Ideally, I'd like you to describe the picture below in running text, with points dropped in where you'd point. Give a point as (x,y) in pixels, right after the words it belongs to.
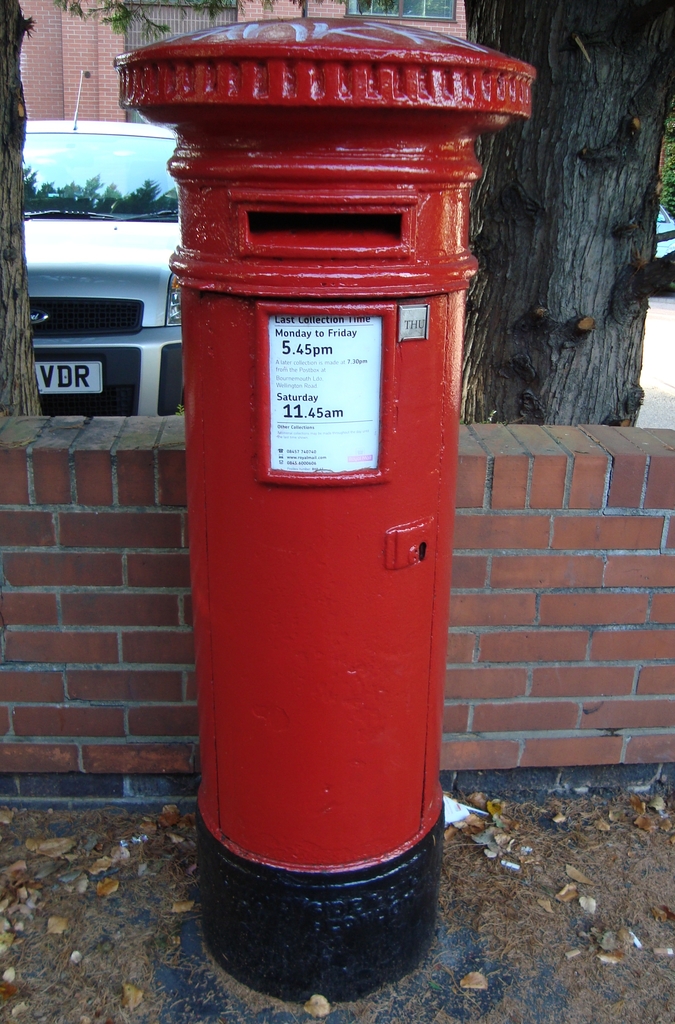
In this image there is a postbox (301,510) in the middle (272,608). Behind the postbox (409,476) there is a wall (495,498). In the background (111,250) there is a car (82,210) in the middle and there are two trees (14,177) beside it. Behind the car (93,151) there is a building (50,48).
